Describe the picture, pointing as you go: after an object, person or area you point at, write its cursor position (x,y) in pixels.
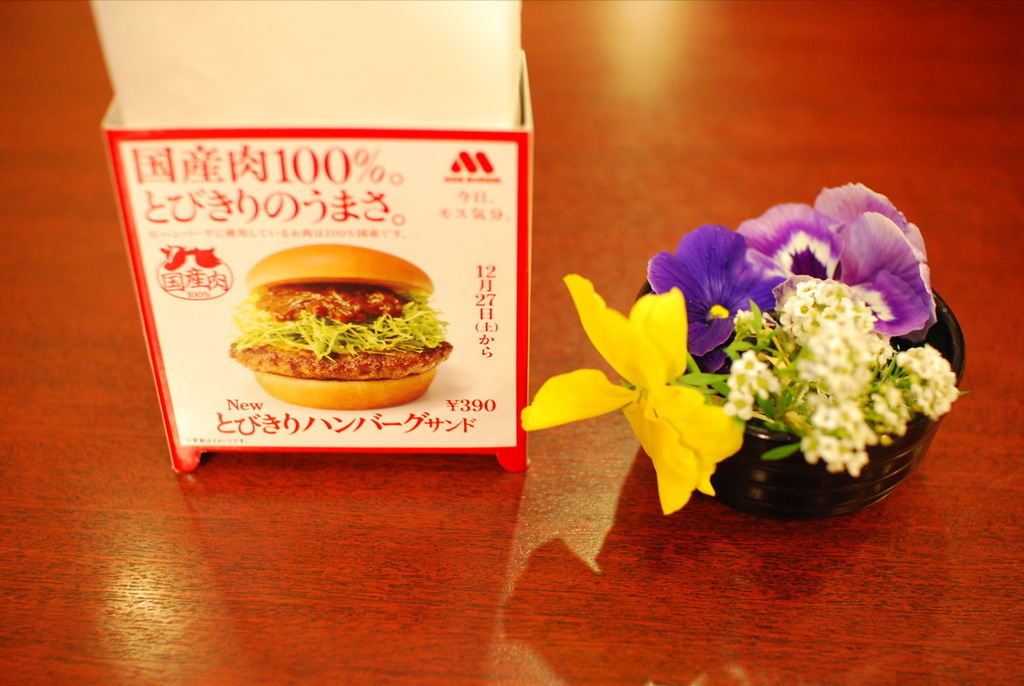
In the image we can see there is a tissue paper box (330,144) kept on the table (422,479) on which there is a burger (400,340) drawn on it. Beside there is a small vase (765,467) in which there are flowers (697,355) kept on the table (571,540).
